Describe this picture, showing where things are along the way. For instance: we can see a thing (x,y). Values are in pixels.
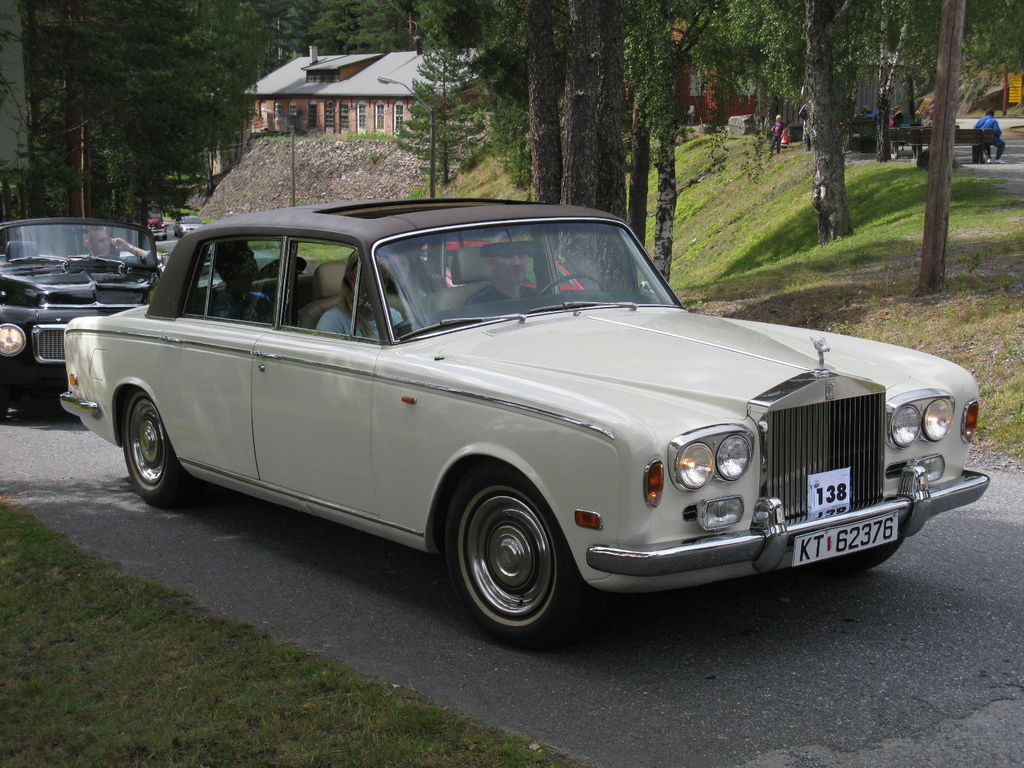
In the center of the image (369,373) there are cars (329,470) on the road (279,542). At the bottom of the image (219,700) there is a grass (219,700). In the background (161,176) we can see buildings (358,96), trees (604,154), persons (991,120) and road (966,151).
